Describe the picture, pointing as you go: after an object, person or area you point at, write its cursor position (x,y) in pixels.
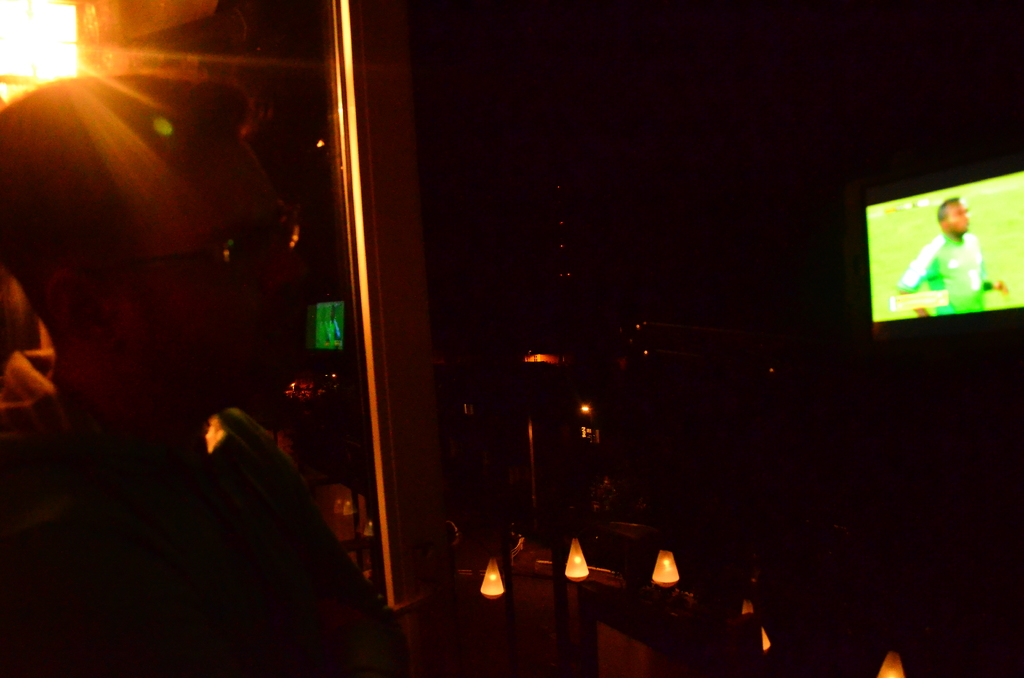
In this image I can see a man (157,501), I can see he is wearing green colour dress (181,537) and specs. In the background (573,573) I can see few lights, a screen (942,213) and on it I can see a man (961,214). I can also see this image is in dark from background (988,122).
